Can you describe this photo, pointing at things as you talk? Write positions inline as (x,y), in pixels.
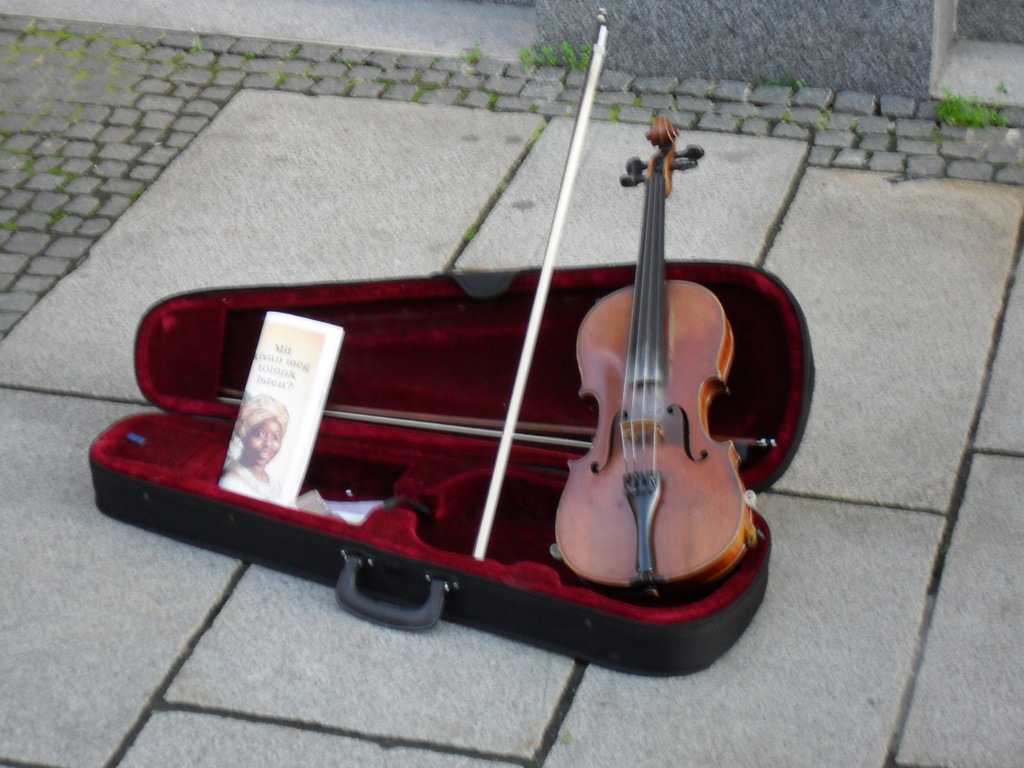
As we can see in the image there is a box (392,450), paper (311,441) and violin (668,469).
